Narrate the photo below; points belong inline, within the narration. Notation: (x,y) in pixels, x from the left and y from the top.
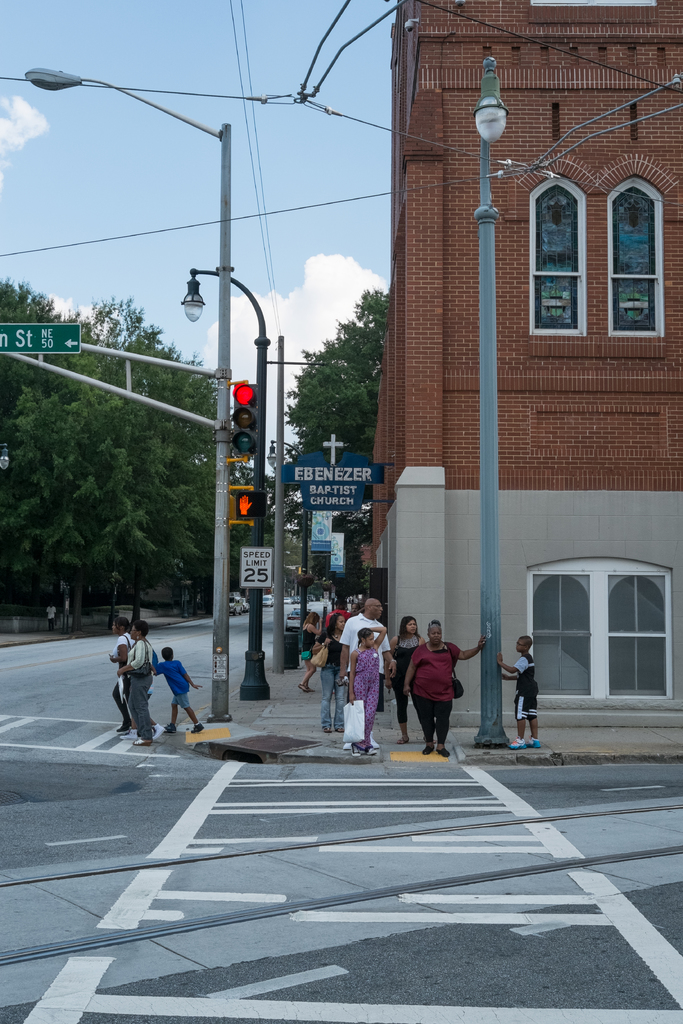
In this image we can see light poles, traffic signals (242,450) and sign boards (65,334) to the pole (226,475). Here we can see these people (135,708) are crossing the road (107,735) on the zebra crossing (7,744) and these people (371,705) are standing on the side walk (316,691). In the background (454,412), we can see brick building (455,372), trees (363,399) and sky (166,308) with clouds (313,317).
